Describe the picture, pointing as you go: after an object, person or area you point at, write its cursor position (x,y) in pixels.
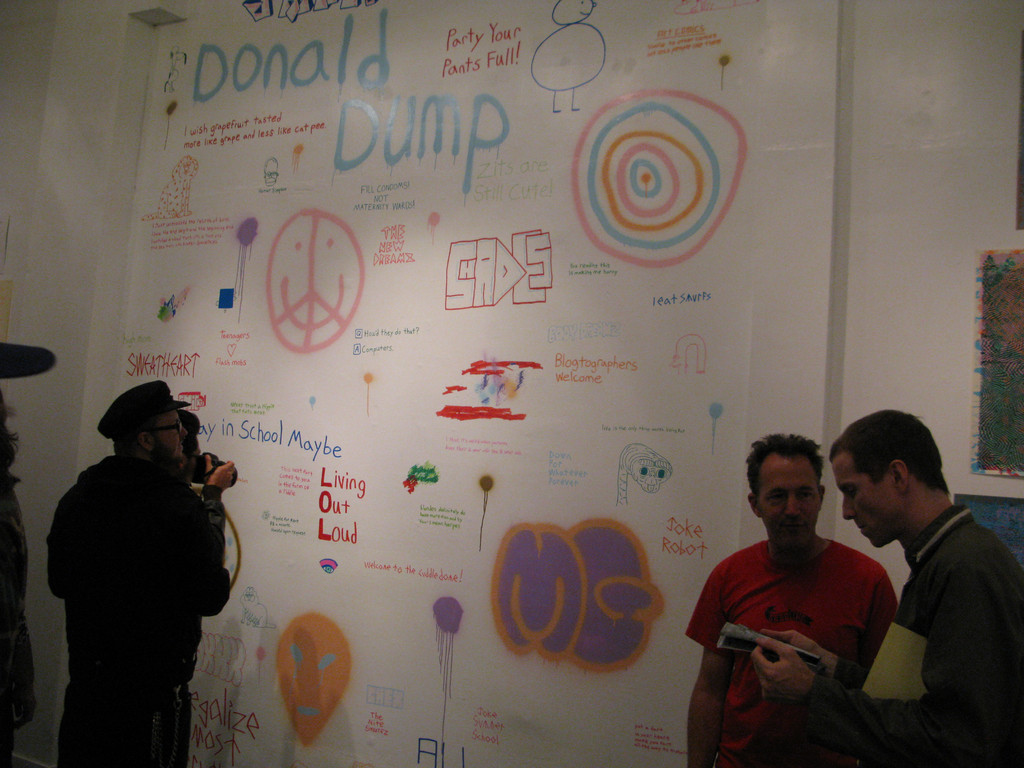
At the bottom of the image (970,583), we can see few people (148,642). Few are holding some objects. Background (299,691) we can see a banner (534,537), wall (823,295) and few things (1016,398). On the banner (364,378) we can see some text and figures (313,691).
